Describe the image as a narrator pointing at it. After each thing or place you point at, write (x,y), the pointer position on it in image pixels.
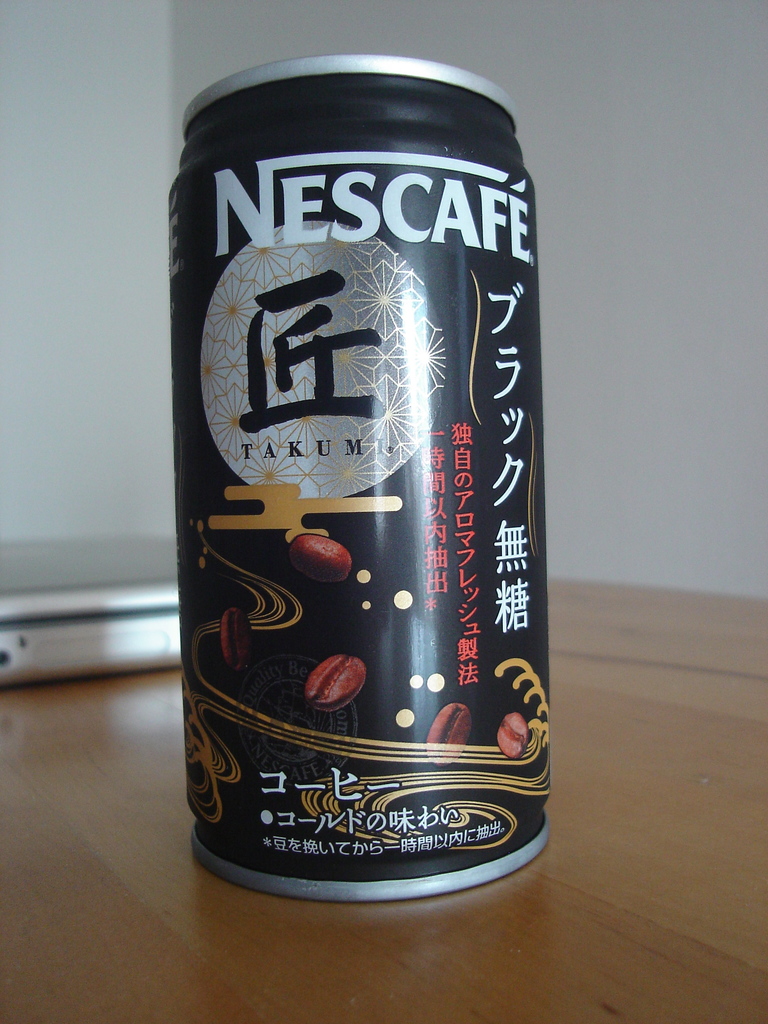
In this image we can see a tin (320,623) and a device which are placed on the table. On the backside (149,279) we can see a wall (156,273).
